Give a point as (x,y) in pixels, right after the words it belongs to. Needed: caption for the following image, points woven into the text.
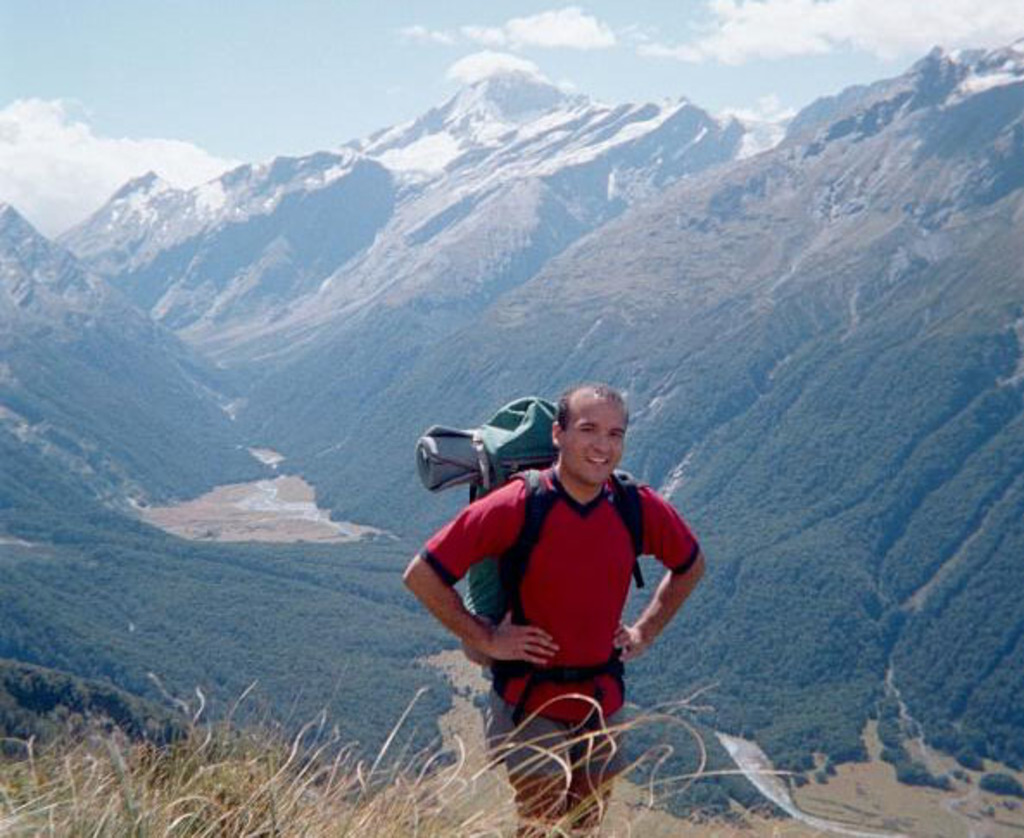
In the image I can see a person (609,686) who is wearing the back pack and standing and behind there are mountains (406,208).
